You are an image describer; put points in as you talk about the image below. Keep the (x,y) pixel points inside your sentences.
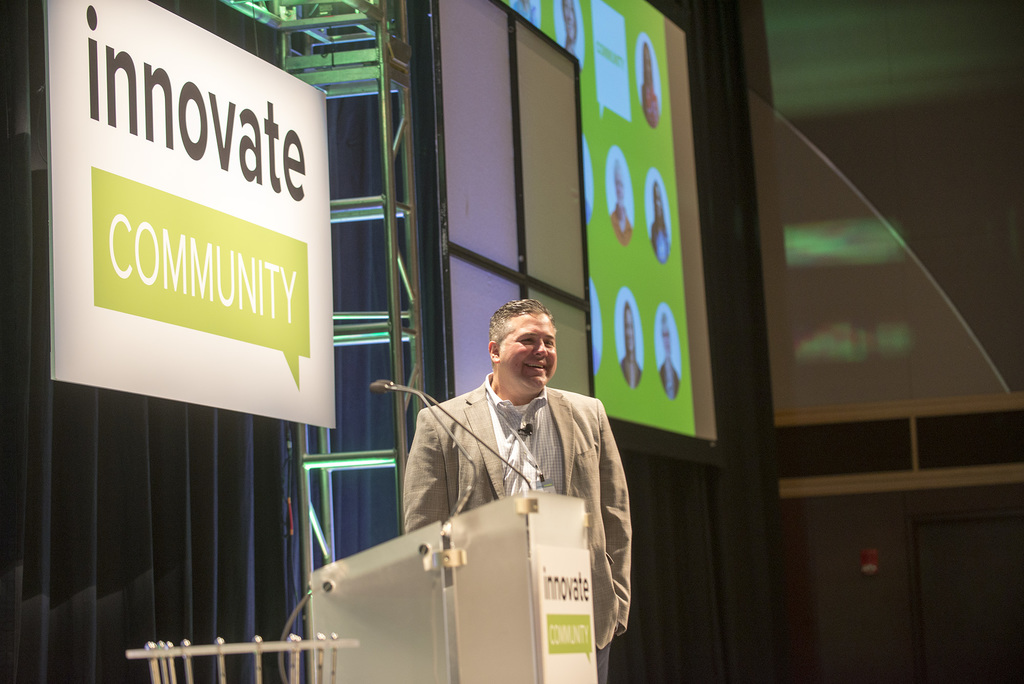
In this image in the center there is a podium (444,615) and on the top of the podium (485,548) there are microphones (469,455), behind the podium (468,557) there is a man (527,468) standing and smiling. In the background (220,262) there is a board (165,226) with some text (159,236) written on it and there is a screen (657,326) and on the screen (641,199) there are images (632,360) and there is a curtain (716,239) which is black in colour and there is a door (968,602) and on the left side of the door (966,571), there is an object (876,573) which is red in colour and on the top of the door (922,555) there is a grey colour object (845,295) and in the front (250,665) there is a stand (257,668) which is white in colour.
